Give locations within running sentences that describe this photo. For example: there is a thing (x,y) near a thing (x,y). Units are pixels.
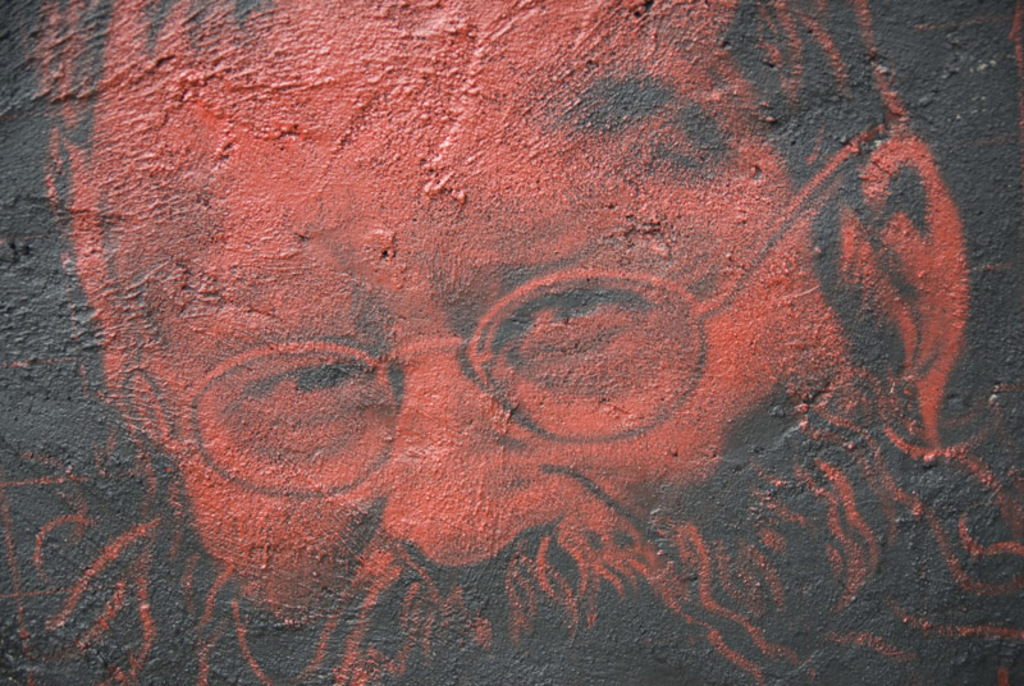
In this image, we can see an art (857,372) contains person's face (535,538).
